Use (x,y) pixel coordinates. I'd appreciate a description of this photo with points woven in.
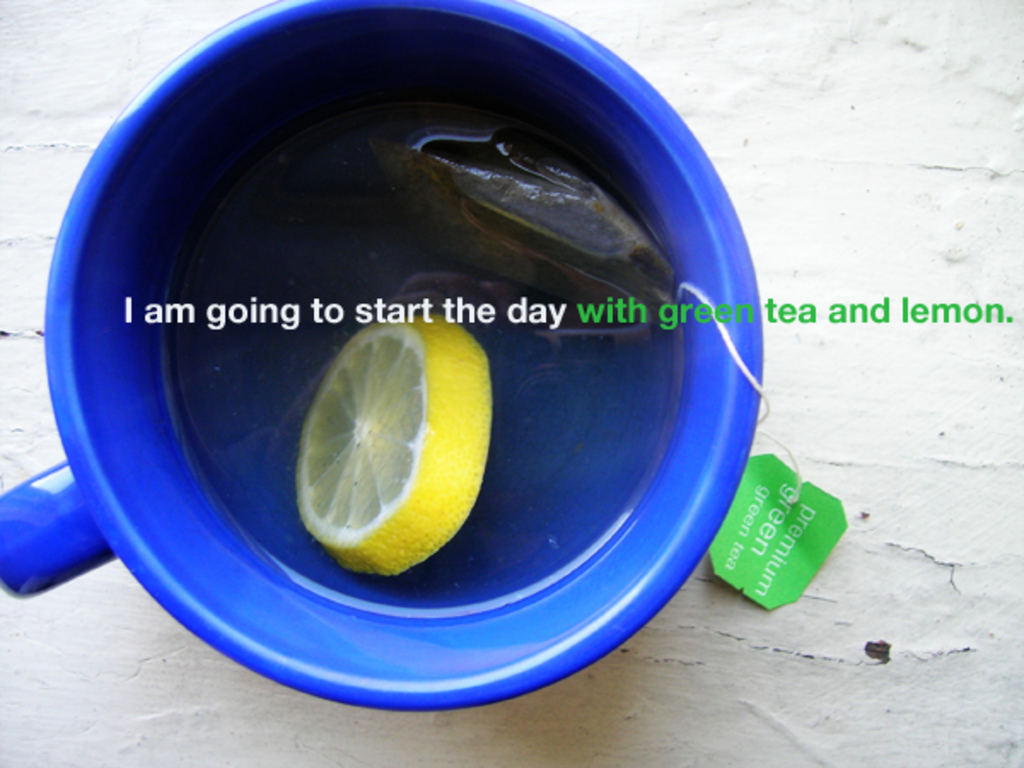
In this image, I can see a cup (588,618) of water (655,353) with a slice of lemon (425,364) and a tea bag (481,213). In the background (126,90), there is a surface (891,538), which is white in color. At the center of the image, I can see watermark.
